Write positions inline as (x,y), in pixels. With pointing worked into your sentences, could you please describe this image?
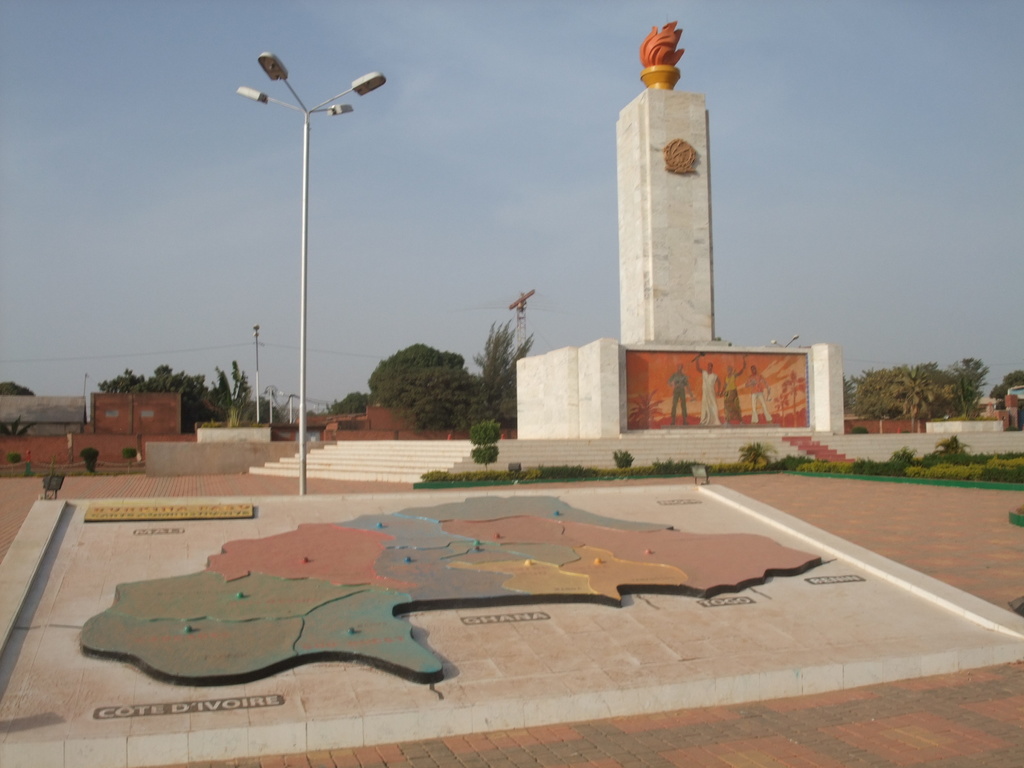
In the center of the image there is a street light (280,70). At the bottom of the image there is a map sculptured on the floor (645,488). There is a memorial (605,406). There is a staircase (409,474). At the background of the image (426,383) there are trees (421,389).
